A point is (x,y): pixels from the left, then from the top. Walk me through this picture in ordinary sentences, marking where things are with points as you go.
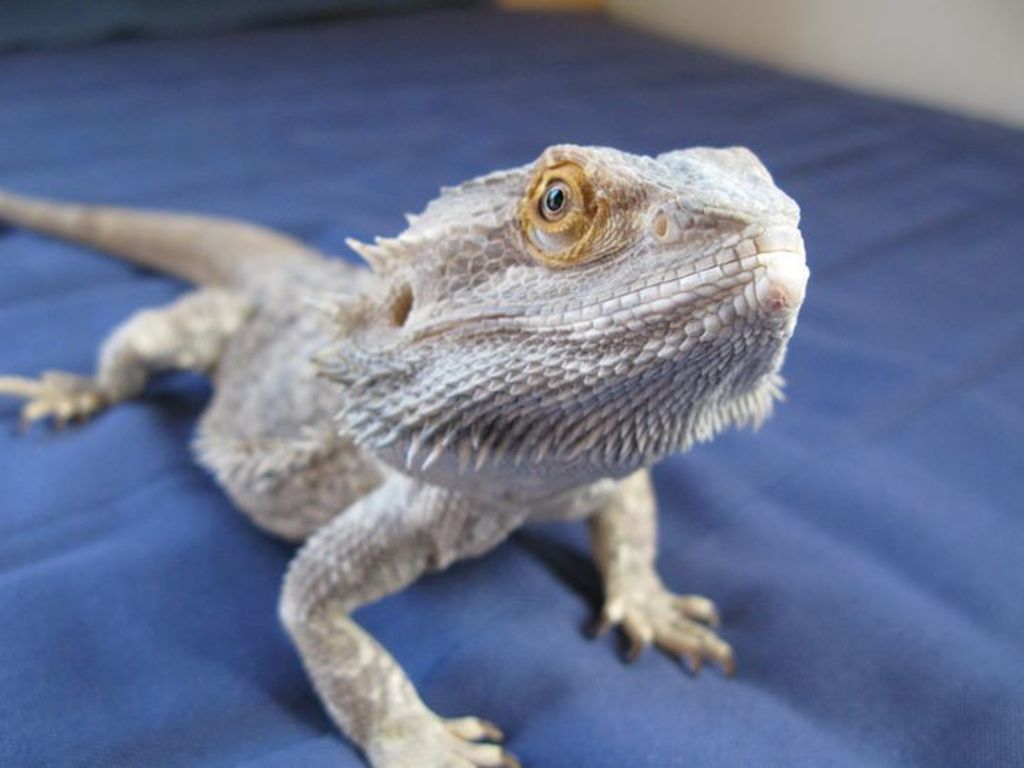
In this image there is bearded dragon (600,199) on the carpet (945,348).
